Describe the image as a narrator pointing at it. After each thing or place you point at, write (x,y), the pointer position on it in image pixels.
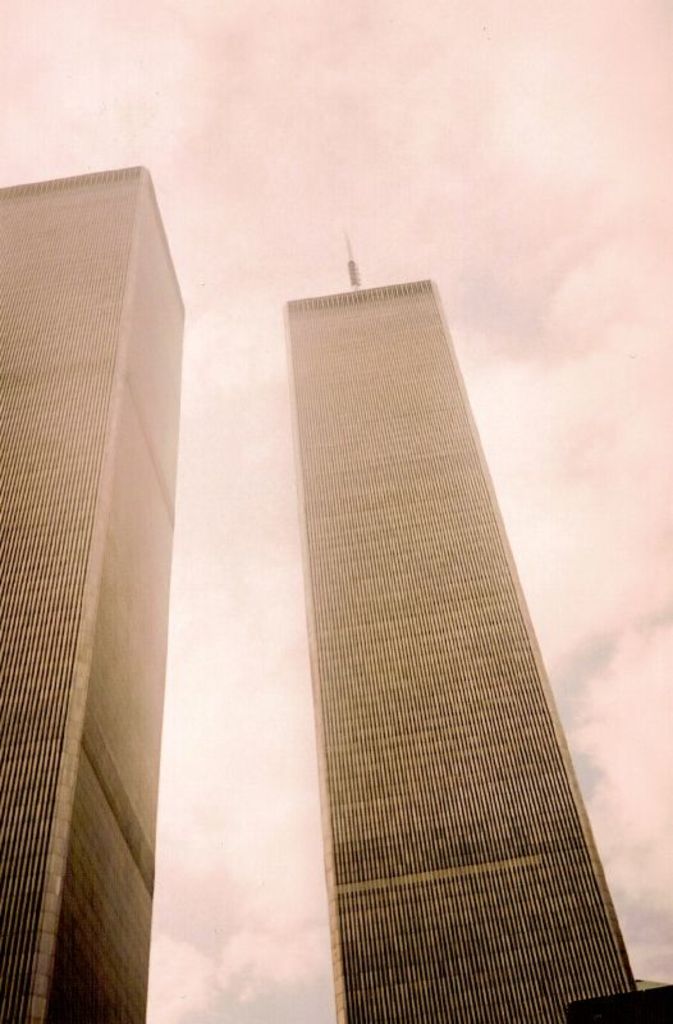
In the foreground of this image (100,420), there are two buildings (383,710). Cloud (492,122) and the sky (504,298) in the background (495,306).
